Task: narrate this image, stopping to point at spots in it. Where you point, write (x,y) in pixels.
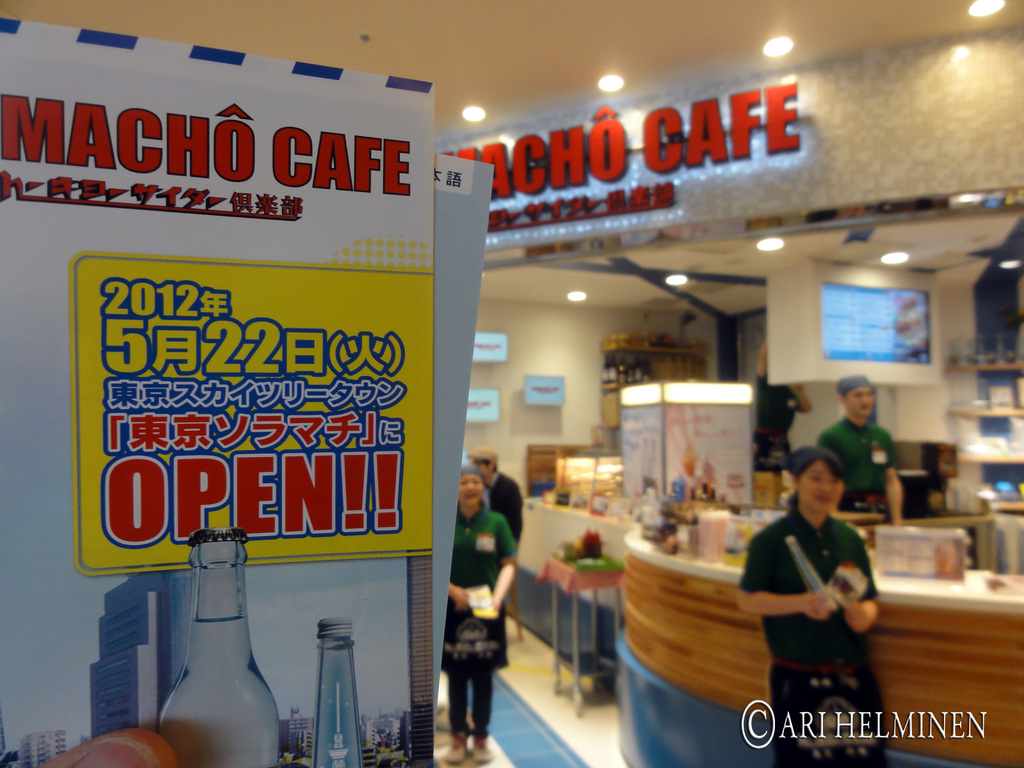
In the image on the left (212,385) we can see banner (232,425) named as "Macho Cafe". In the right (816,757) we can see few persons (872,622) were standing. In center (475,484) again two persons (500,514) were standing. And back there is a table (662,634), stool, few products (711,537), monitor (848,310), lights (766,247) etc.
